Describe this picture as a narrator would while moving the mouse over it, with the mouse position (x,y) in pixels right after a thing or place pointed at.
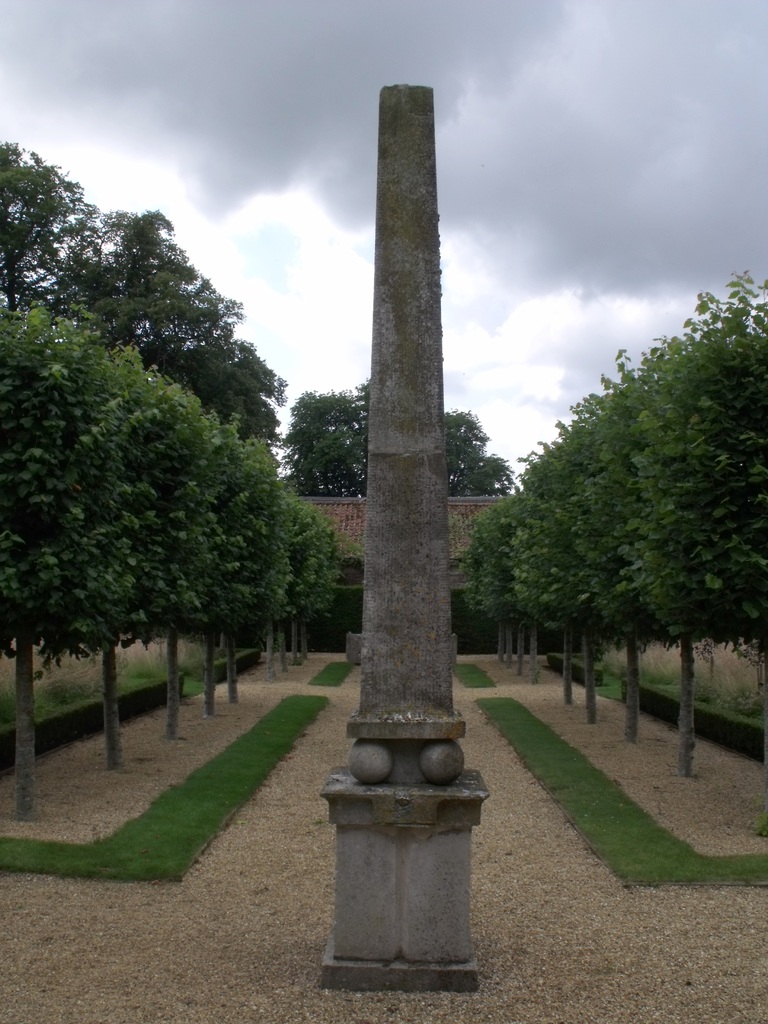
In the center of the image (397,519) we can see a house (365,519), roof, pillar (437,570). In the background of the image (754,364) we can see the trees (17,790), grass (704,867). At the bottom of the image (134,936) we can see the ground (168,939). At the top of the image (503,159) we can see the clouds (632,197) are present in the sky (274,360).
